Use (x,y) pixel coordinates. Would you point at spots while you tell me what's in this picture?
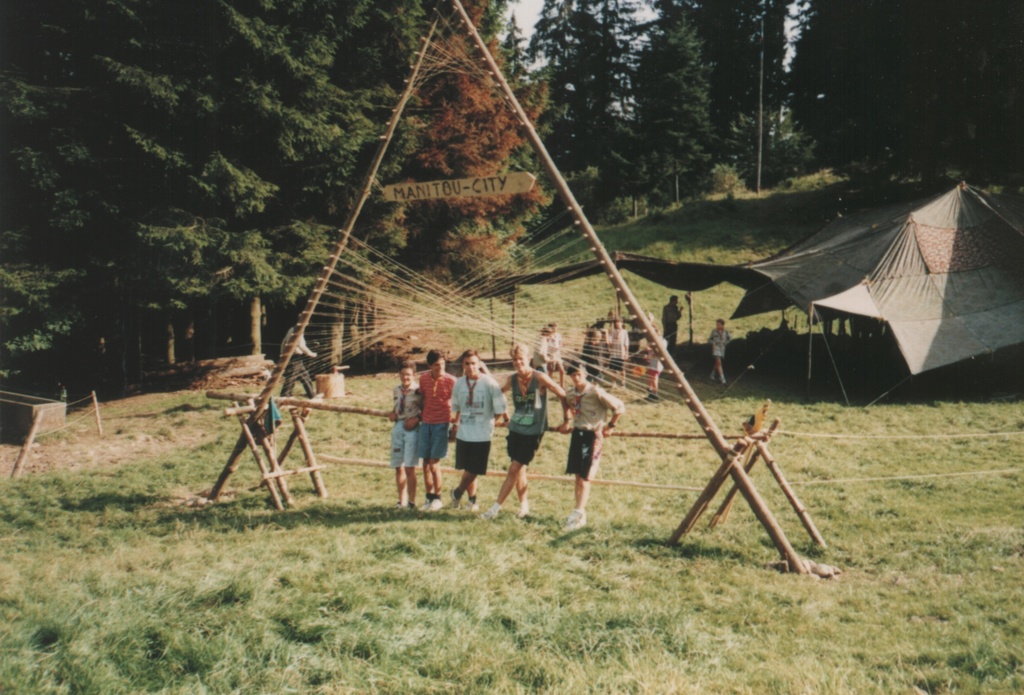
In this picture we can see 5 people (467,487) standing near an A-shaped pole (228,473) on the grass fields (363,581). In the background (938,237), we can see a big tent (922,251) surrounded by trees (222,151) with people (714,353) in them.
